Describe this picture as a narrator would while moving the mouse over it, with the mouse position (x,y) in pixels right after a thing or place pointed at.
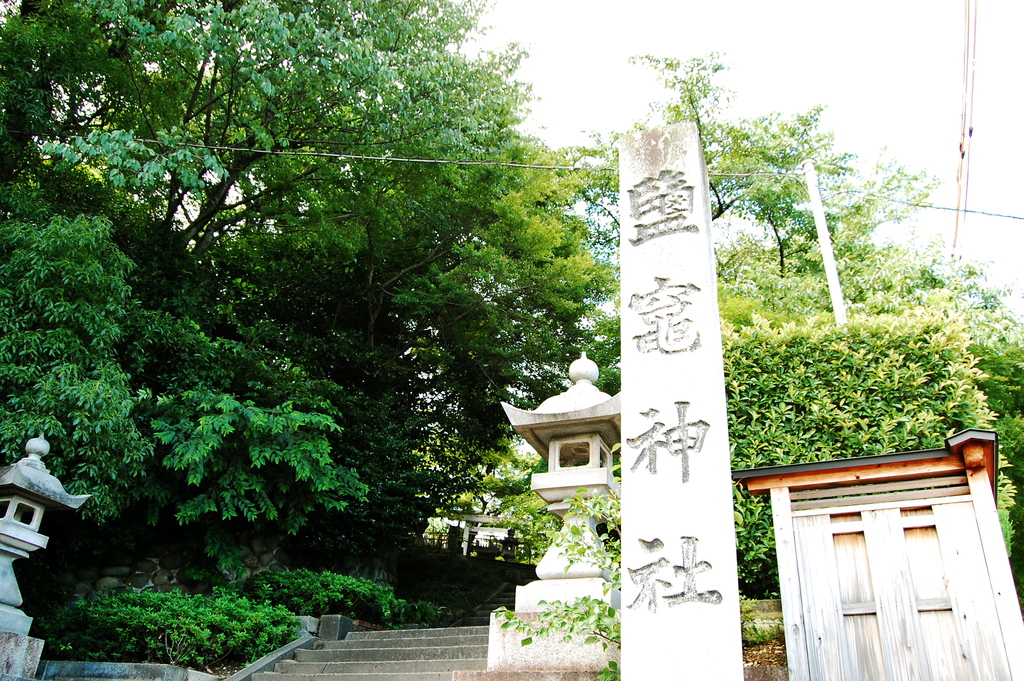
In this image in the front (720,407) there is a pole (684,485) and on the pole (696,417) there are some symbols (683,406). In the background (252,421) there are trees (355,351), there are steps (376,639) and on the right side (896,566) there is a door (902,554) and on the left side (14,543) there are pillars (14,543).
